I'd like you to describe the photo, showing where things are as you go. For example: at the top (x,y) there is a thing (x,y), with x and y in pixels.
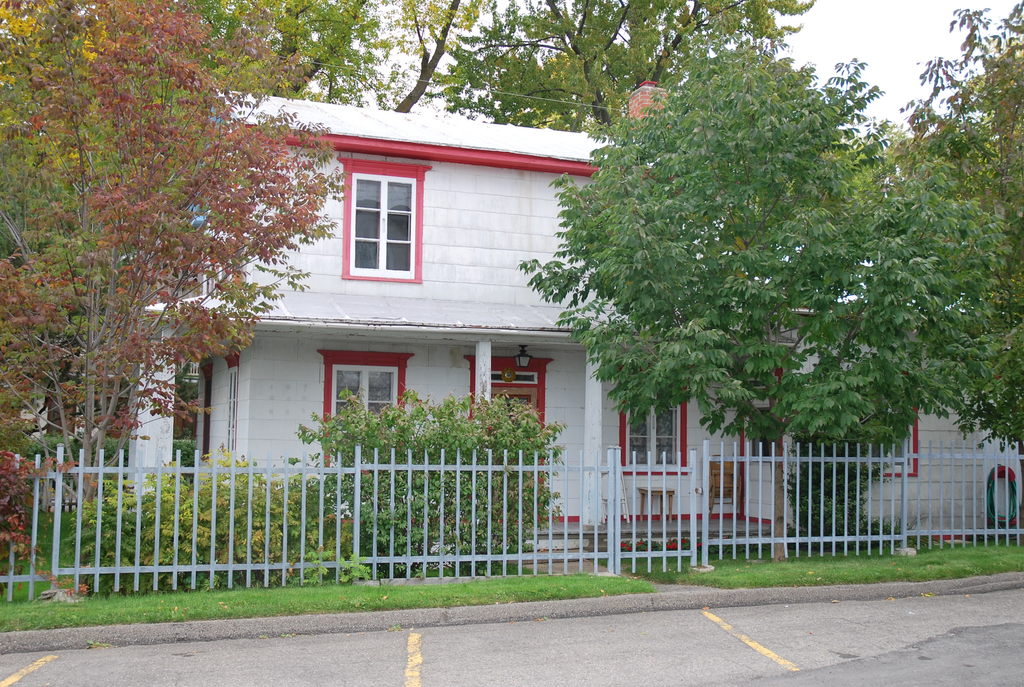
In the center of the image (398,282) there is a building (354,376). At the bottom (877,460) there is a fence (822,459) and we can see trees (224,116). In the background (829,55) there is sky (839,40).
